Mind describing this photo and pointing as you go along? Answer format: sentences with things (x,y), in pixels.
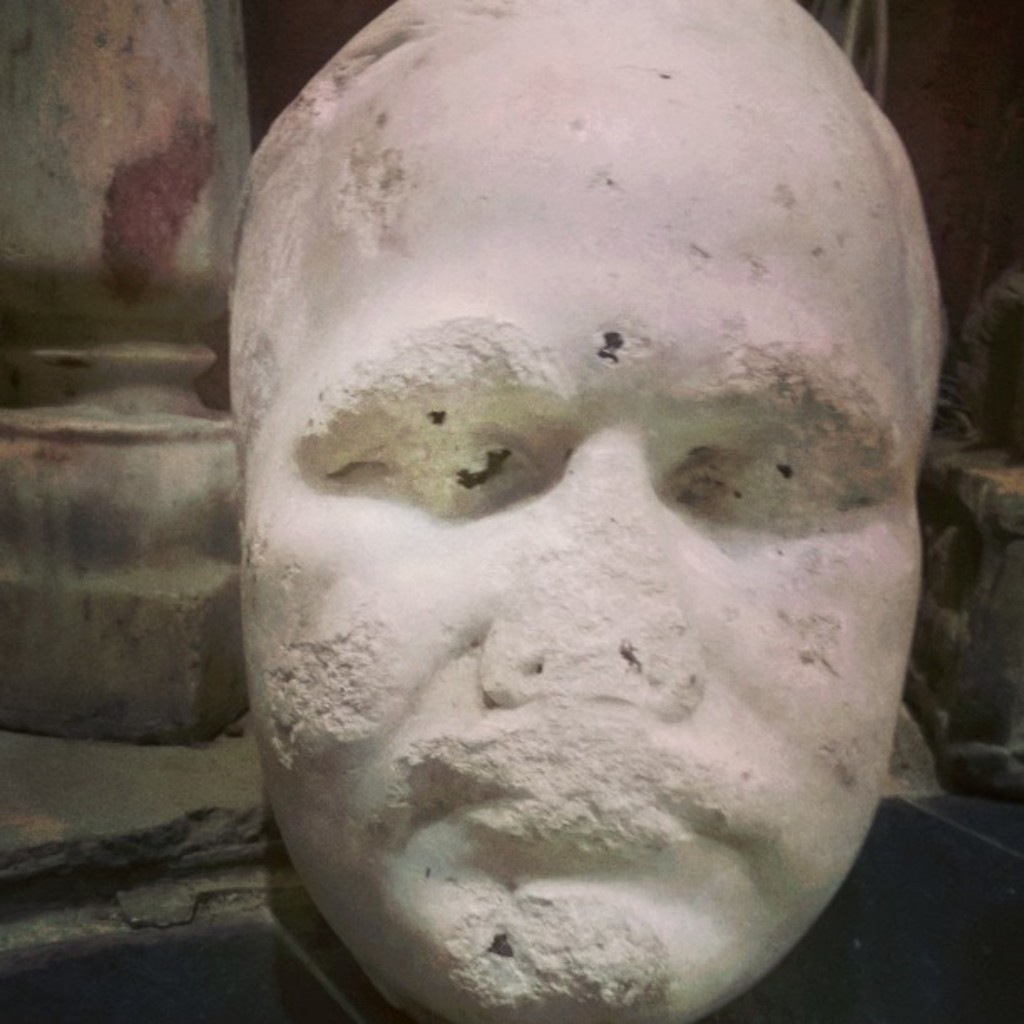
In the center of the image (638,486), we can see a sculpture (365,475) and in the background (300,46), there is a wall (300,46).
